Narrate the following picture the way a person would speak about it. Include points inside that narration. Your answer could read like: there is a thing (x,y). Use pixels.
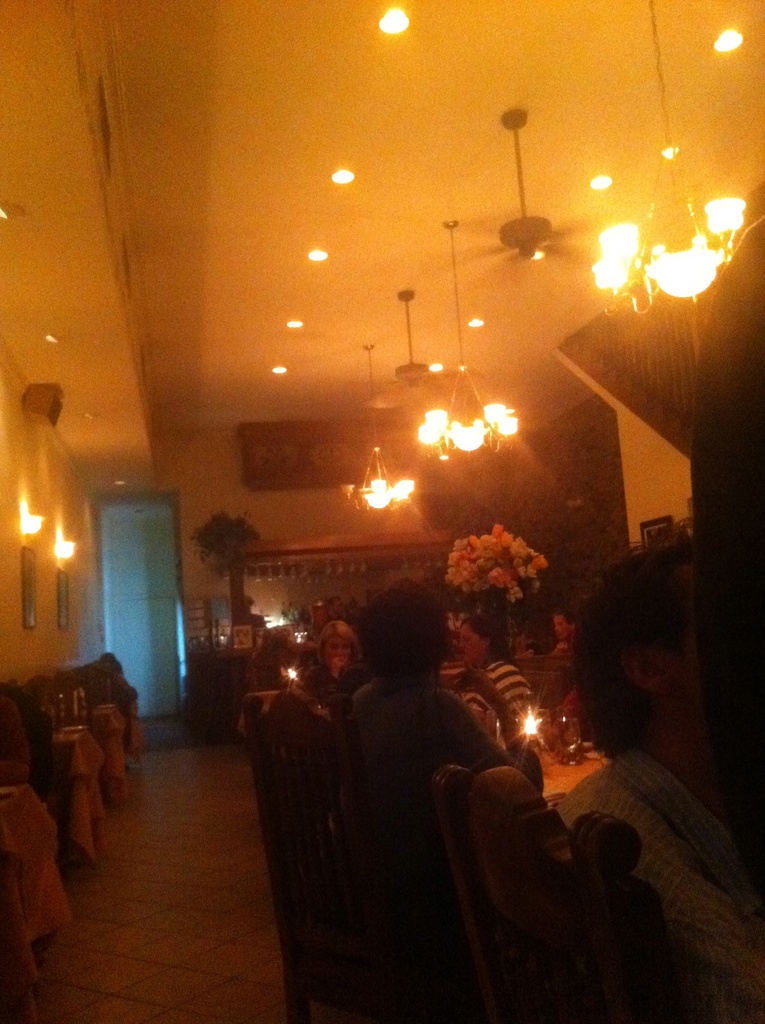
This image is clicked in a restaurant (270,892). There are many people (16,709) sitting in the chairs (272,777). At the top (130,198), there is a roof (234,199). And lights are hanged. At the bottom (154,971), there is a floor (99,978).
